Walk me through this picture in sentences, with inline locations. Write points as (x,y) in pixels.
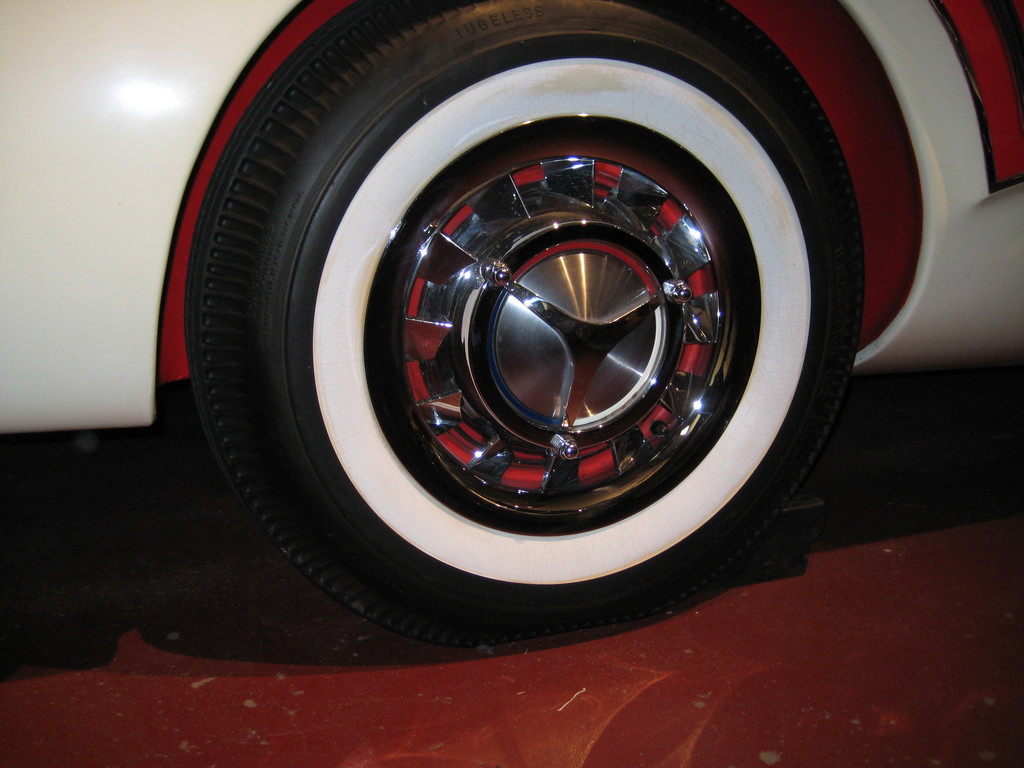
This is the picture of a car tyre (626,435) which is in white, black and silver color and the car (4,231) is in white color.
